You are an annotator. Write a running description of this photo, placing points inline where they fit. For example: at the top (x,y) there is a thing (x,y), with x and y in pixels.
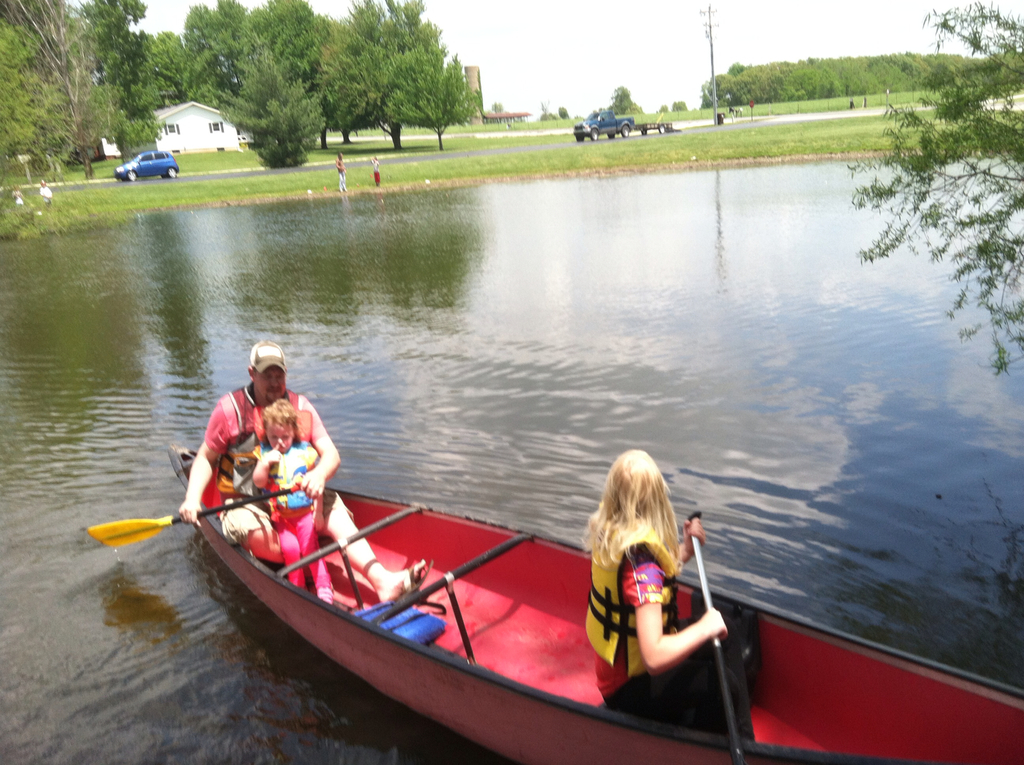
At the bottom of the image (370,570) we can see some persons (610,620) are sitting on a boat (480,572) and holding an object (700,573). In the background of the image (282,123) we can see some plants (12,176), persons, boards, house (216,137), building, pole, trees (987,153), grass (532,139), water (580,300). At the top of the image (622,66) we can see the sky (596,78).
